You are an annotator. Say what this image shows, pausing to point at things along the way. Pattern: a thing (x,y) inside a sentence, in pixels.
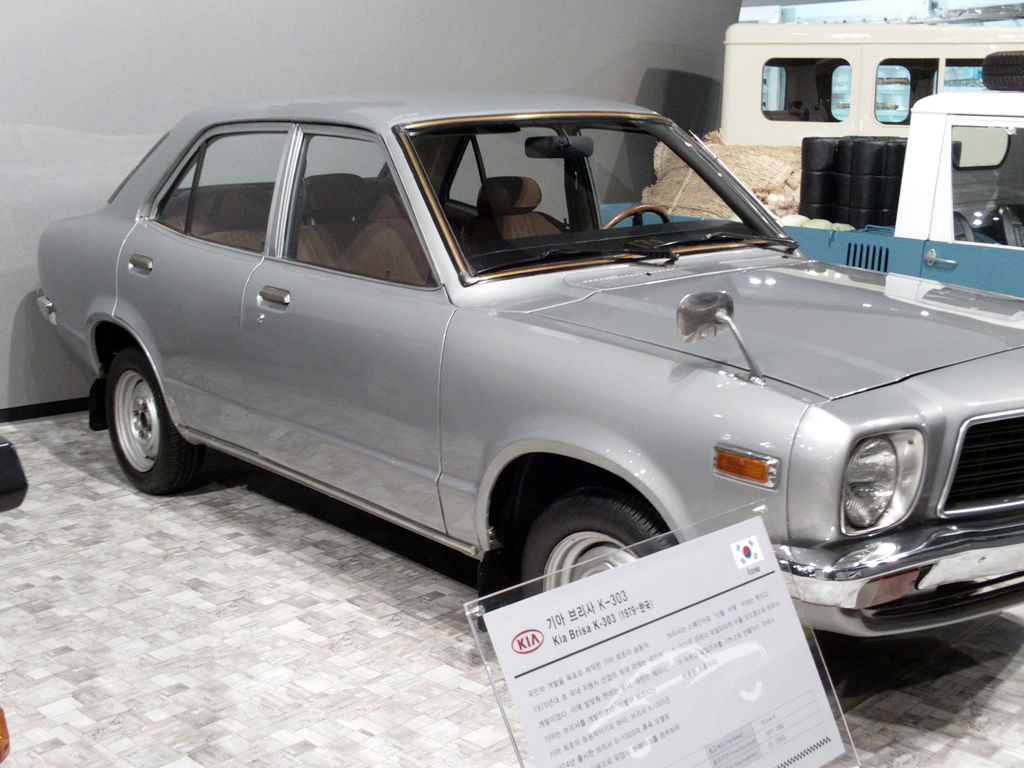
In this image I can see a car (710,254) and two vehicles (905,125) on the floor (275,690). At the bottom (605,658) there is a white paper (564,664) attached to a glass (510,600). On the paper (600,691), I can see some text (570,616). In the background (203,49) there is a wall (310,16).
